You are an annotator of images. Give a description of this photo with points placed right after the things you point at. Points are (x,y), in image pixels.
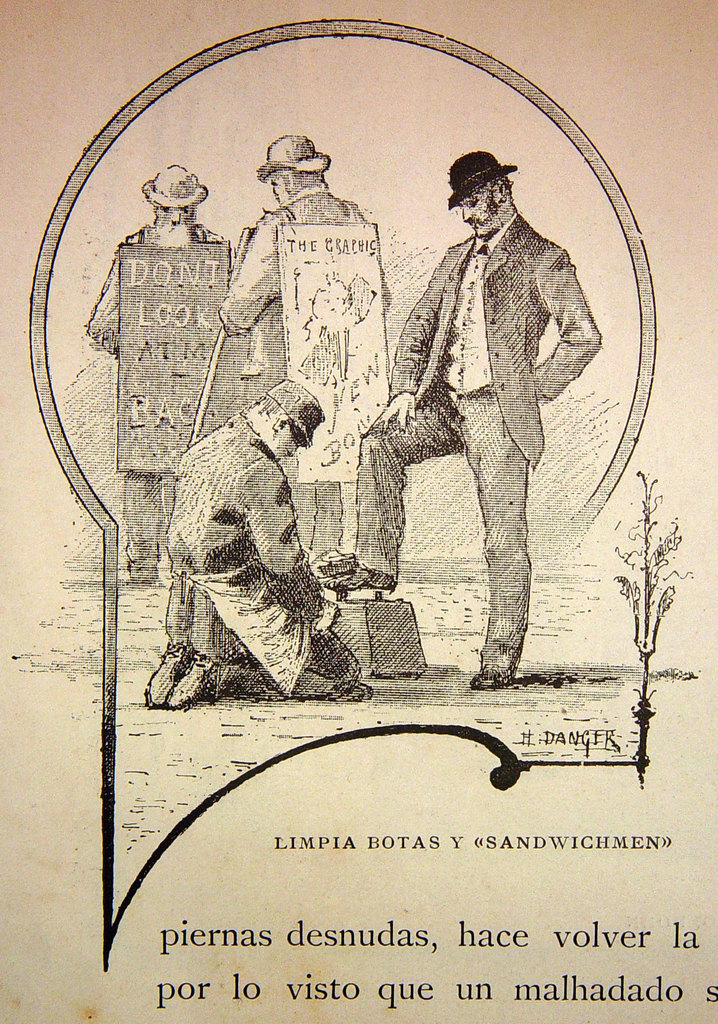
In this picture, we see an art (415,521) of four men (504,388). At the bottom of the picture (322,934), we see some text (334,940) written. In the background (239,881), it is white in color. This picture might be taken from the textbook.
